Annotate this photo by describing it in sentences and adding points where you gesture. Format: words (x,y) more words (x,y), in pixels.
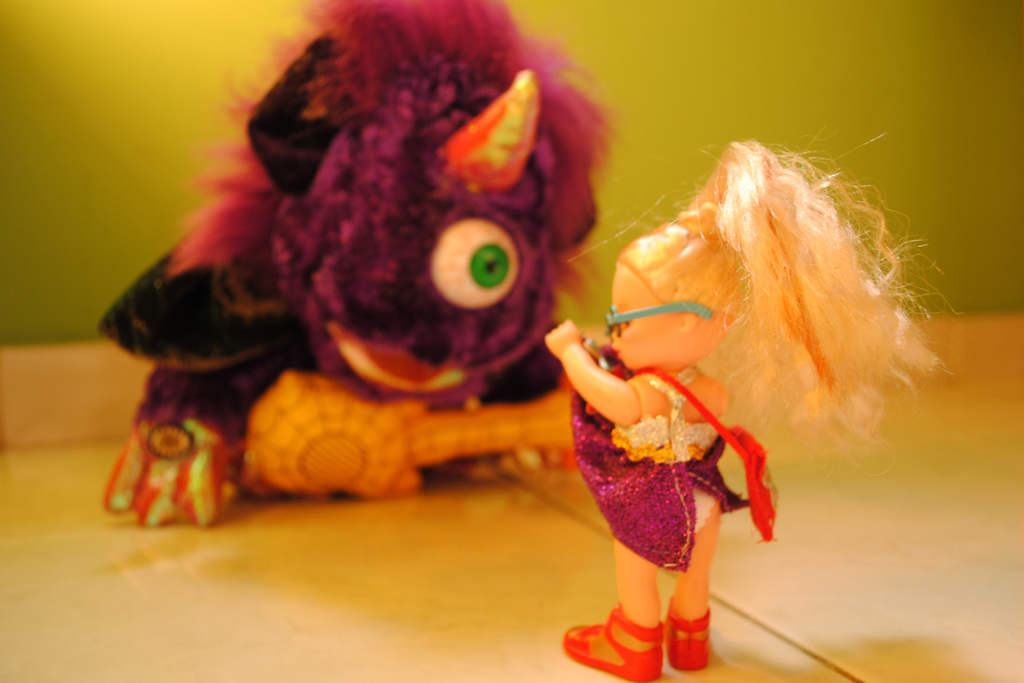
In the foreground of the picture (680,366) there is a doll (623,500). In the center of the background (487,129) there is a monster face toy (412,224). The background (417,124) is not clear.
